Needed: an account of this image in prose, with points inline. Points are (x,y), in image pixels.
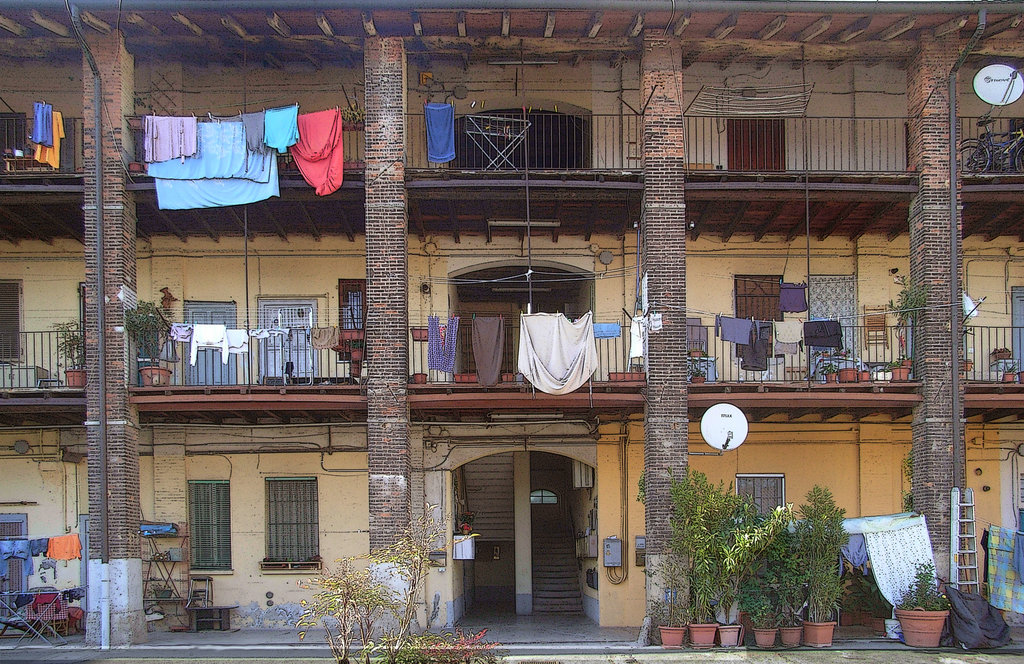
In this image we can see building (357,244), clothes (317,182) hanged to the ropes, grills (520,125), pipelines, electric lights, doors (300,332), windows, houseplants (378,593), electric shafts (604,550), ladder (963,505), bicycles (1009,162) and antennas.
